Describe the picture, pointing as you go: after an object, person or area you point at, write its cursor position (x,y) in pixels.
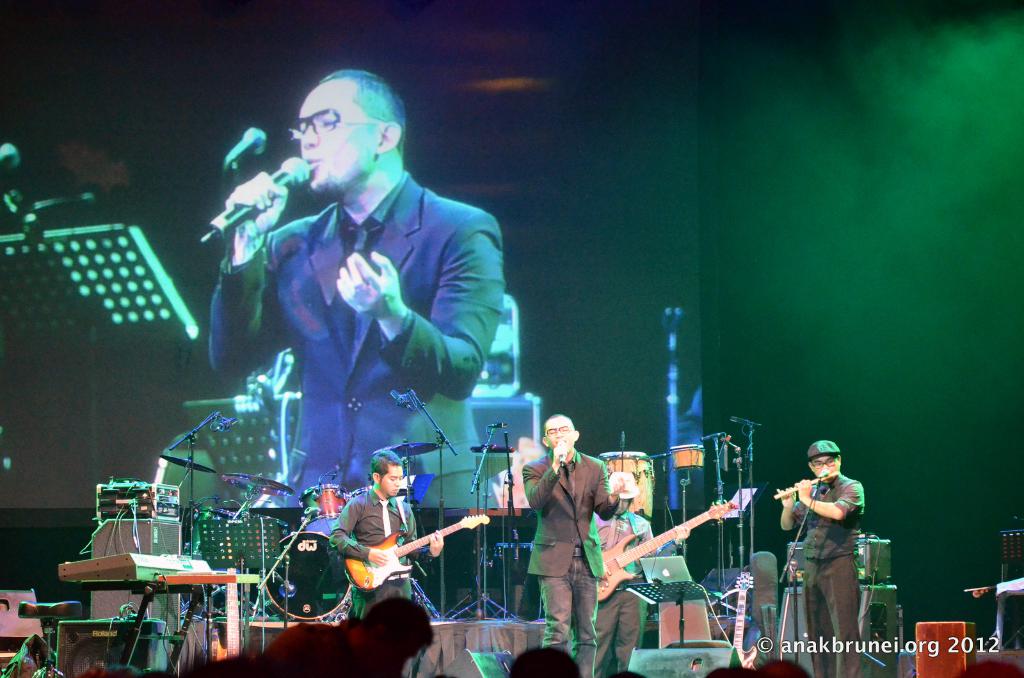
This image is taken in a concert. In this image there are four people (836,484) standing on the stage (457,640). In the left side of the image (339,544) a man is standing on the stage (480,639) and playing the music. In the middle of the image (545,429) two men (561,420) are standing, one is holding a guitar (620,548) in his hand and playing the music and the other is singing. In the left side of the image (226,654) there are few musical instruments (156,564). In the background (79,142) there is a projector screen (354,353) and displaying the stage performance in it.
